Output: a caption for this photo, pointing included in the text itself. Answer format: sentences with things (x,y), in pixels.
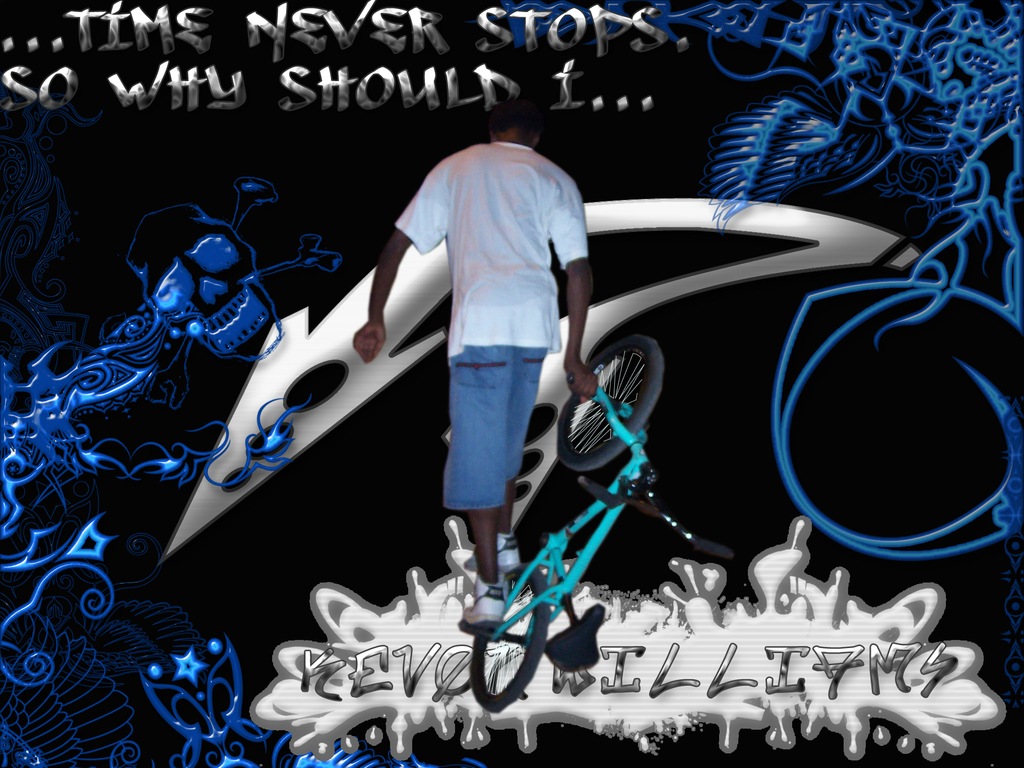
In this image I can see the person (530,257) with white and blue color dress (492,391). I can see the person (512,501) holding the bicycle (589,551). And there is a blue, white and black background (287,136). I can also see the text (190,91) "time never stops so why should I" is written on the top left of the image (309,90).
